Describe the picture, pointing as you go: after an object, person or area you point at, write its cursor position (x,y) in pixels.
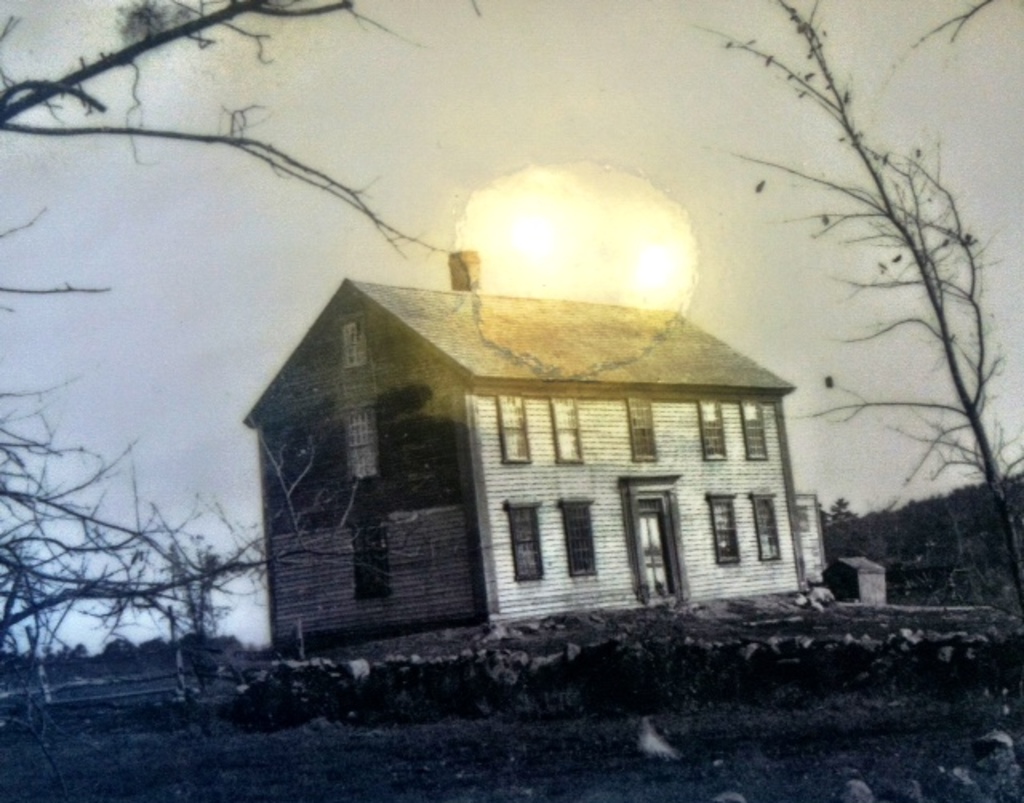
House (673,486) with windows (516,453). Here we can see trees (985,558).
